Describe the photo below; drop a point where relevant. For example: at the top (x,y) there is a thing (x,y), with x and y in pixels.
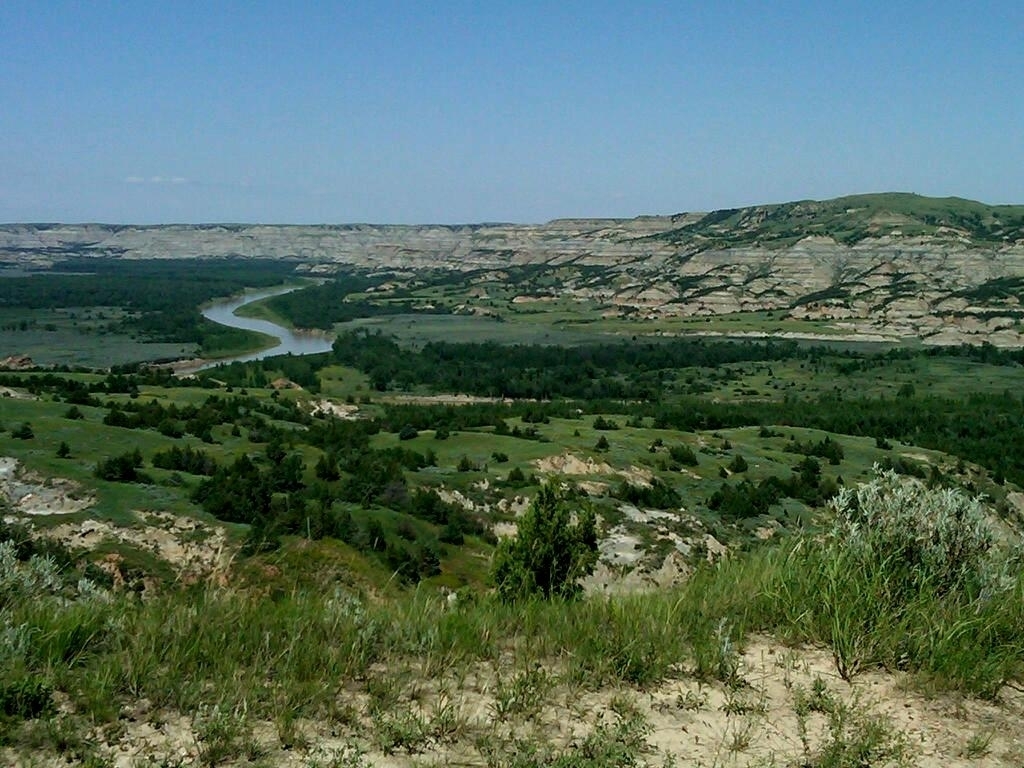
In the image we can see grass (581,630), trees (572,540), mountain (663,278), water (282,352) and a sky (361,107).
